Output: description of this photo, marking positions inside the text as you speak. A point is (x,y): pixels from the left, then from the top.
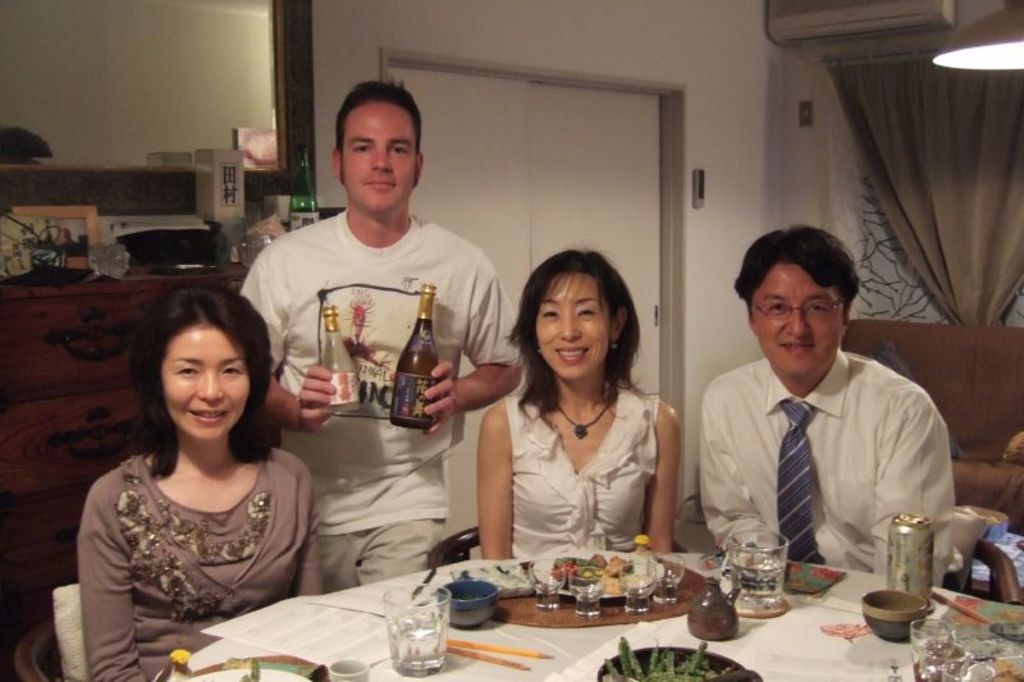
In the foreground of this image (507,463), there are three people (591,463) sitting on the chair (443,556) in front of a table (472,678) on which, there are glasses (424,642), jar (722,609), cup (890,611), platters (608,605) with food (616,588), tin (906,575), pencils (488,651) and papers (349,626) on it. Behind of them, there is a man (354,322) standing and holding bottles (419,362). In the background (200,274), there is a table (87,302), drawers (85,342), few objects (156,235), mirror (185,21), door (612,122), wall (701,65), air conditioner (826,30), curtain (954,165), couch (966,388) and a light (975,64).
